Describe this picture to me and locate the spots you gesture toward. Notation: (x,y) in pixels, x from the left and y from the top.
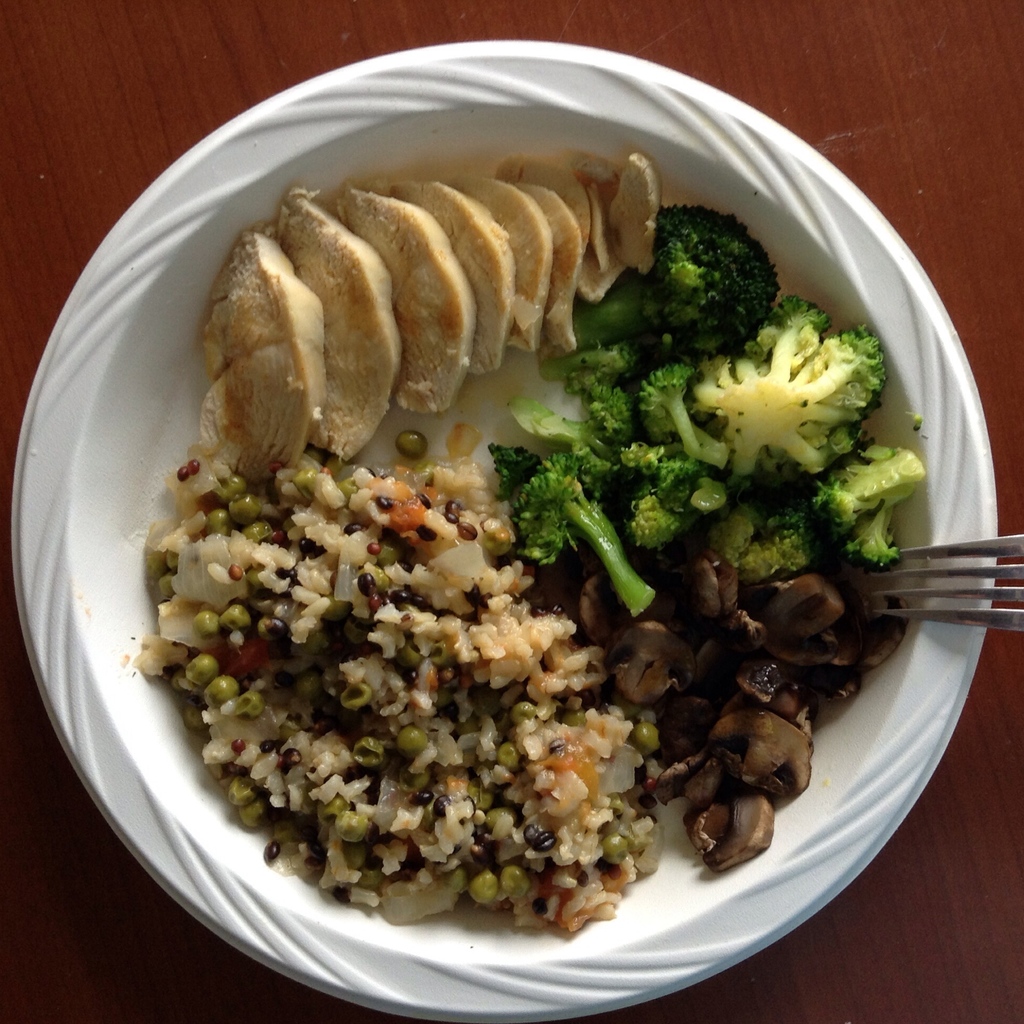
In this picture I can see there is some food (381,528) placed in the plate (203,807) and there is some meat (536,238), broccoli (738,421), mushroom (701,719) and there is a fork (1018,573) placed on top right side and the plate (438,57) is placed on the table (55,306).
